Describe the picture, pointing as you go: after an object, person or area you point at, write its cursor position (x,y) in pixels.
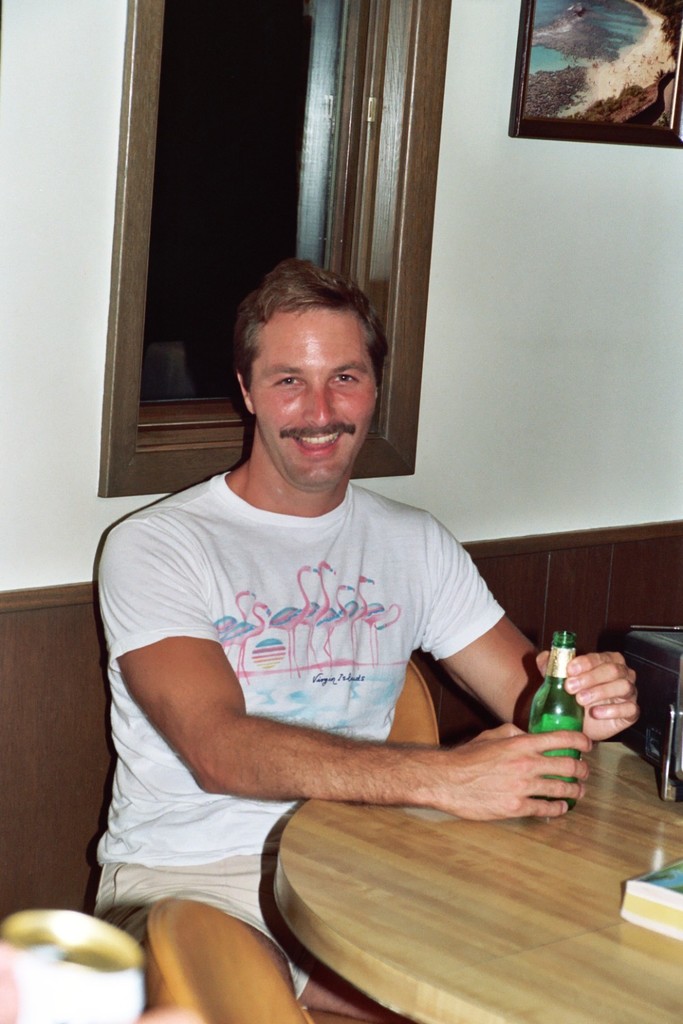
Here we can see a man (162,515) sitting on a chair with a table (486,839) in front of him and he is holding a bottle (564,642) in his hand (499,746) and behind him we can see a window (298,100) and a painting (559,95) present on the wall (535,281).
